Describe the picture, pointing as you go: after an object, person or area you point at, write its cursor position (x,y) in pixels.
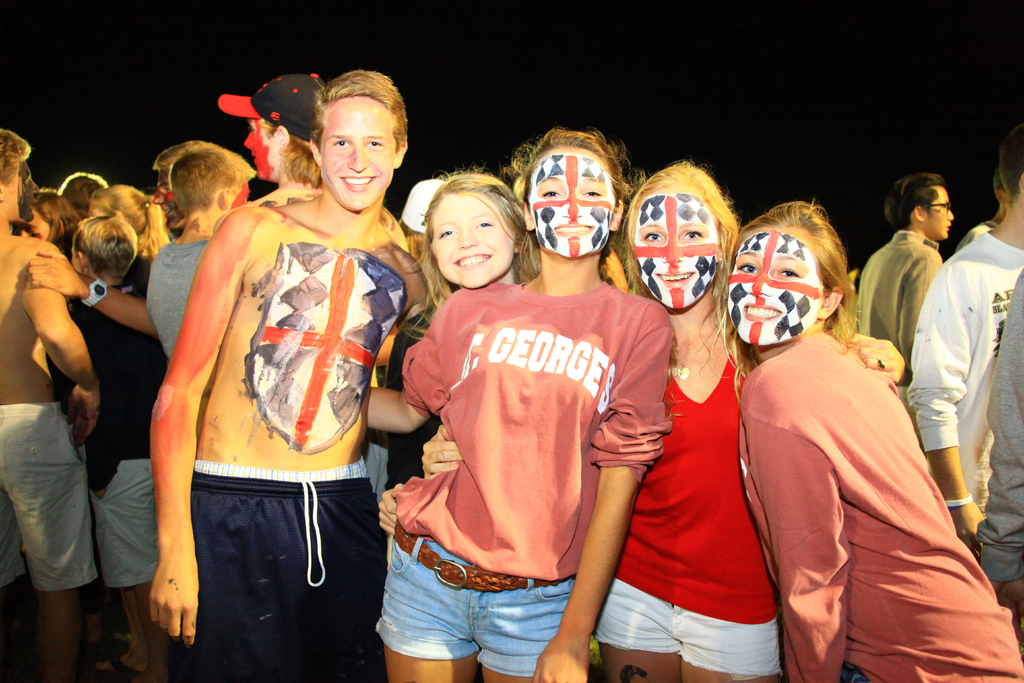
In this picture we can see some people (380,526) are standing and some of them are smiling and we can see painting (570,254) on their faces (552,247). In the background (257,11), the image is dark.
